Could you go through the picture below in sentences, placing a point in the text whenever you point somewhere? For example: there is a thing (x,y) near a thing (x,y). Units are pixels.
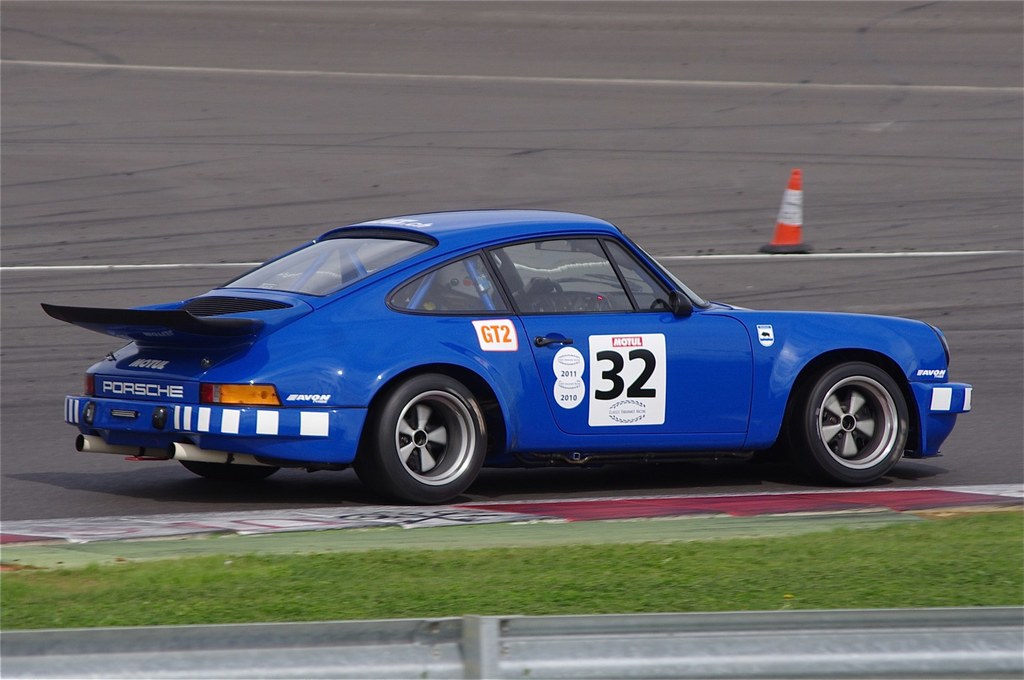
At the bottom of the image (1016,654) there is fencing (114,655). Behind the fencing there is grass (977,537). In the middle of the image (531,415) there is a vehicle (154,368) on the road (710,220). Behind the vehicle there is a road divider cone (781,228).
